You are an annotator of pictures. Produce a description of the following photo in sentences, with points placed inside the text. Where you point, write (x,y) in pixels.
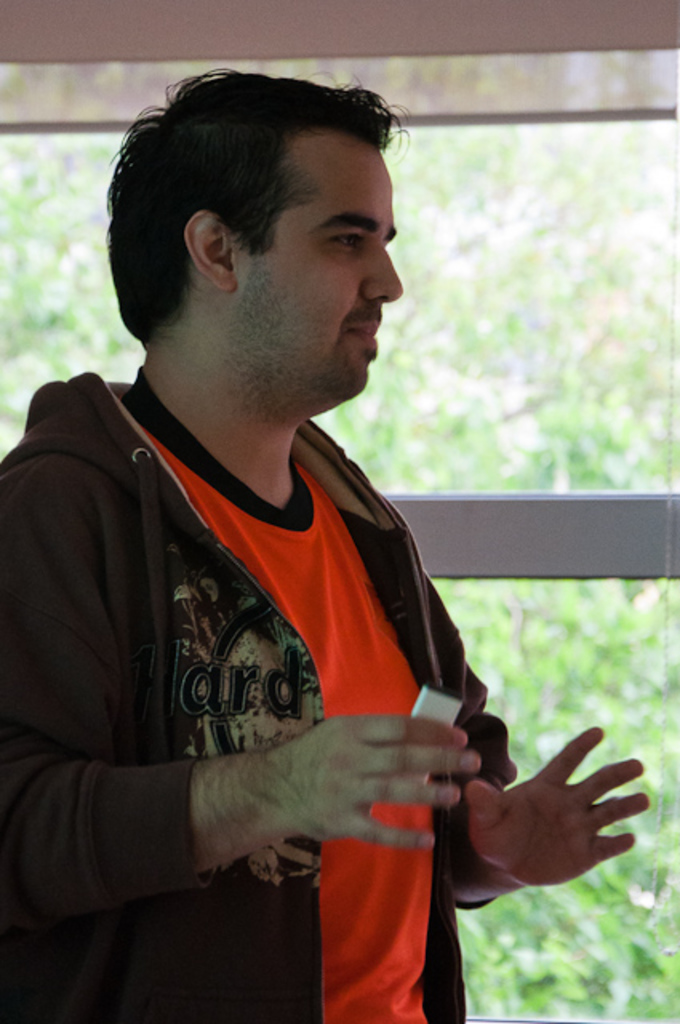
In this image there is a person (277,635) standing and holding an object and he is looking to the right side of the image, behind him there is a glass window (416,285) through which we can see there are trees (532,241).
